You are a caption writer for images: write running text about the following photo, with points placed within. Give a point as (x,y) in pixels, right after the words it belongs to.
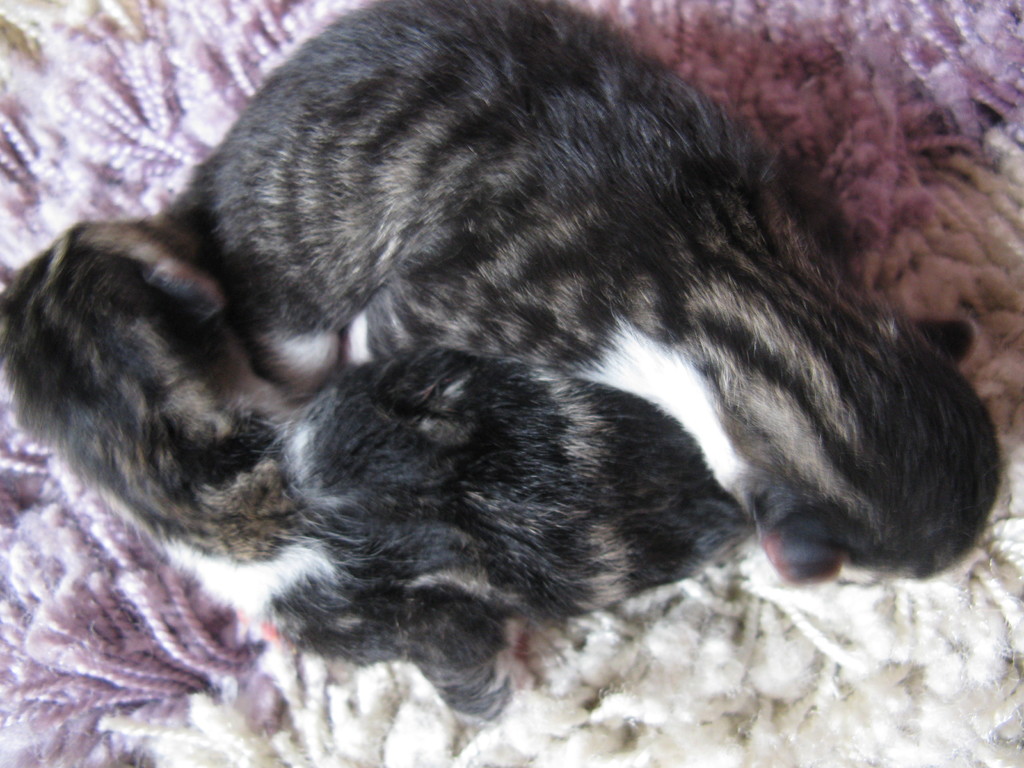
In the foreground of this image (523,379), there are two cats (383,435) on the woolen surface (925,252).
